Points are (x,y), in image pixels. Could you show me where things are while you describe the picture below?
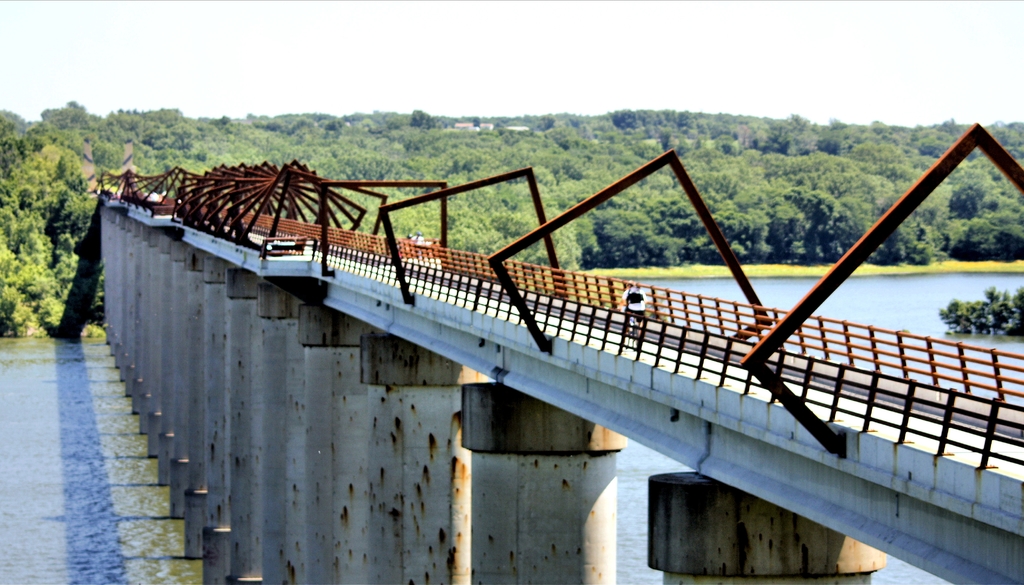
In this image in the center (505,346) there is a bridge (387,318) and railing (786,368), at the bottom (280,403) there is a river (38,396) and pillars (146,390). In the background (209,130) there are trees (479,137) and some buildings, and on the bridge (624,317) there is one person (631,287) sitting on a cycle (630,331).
